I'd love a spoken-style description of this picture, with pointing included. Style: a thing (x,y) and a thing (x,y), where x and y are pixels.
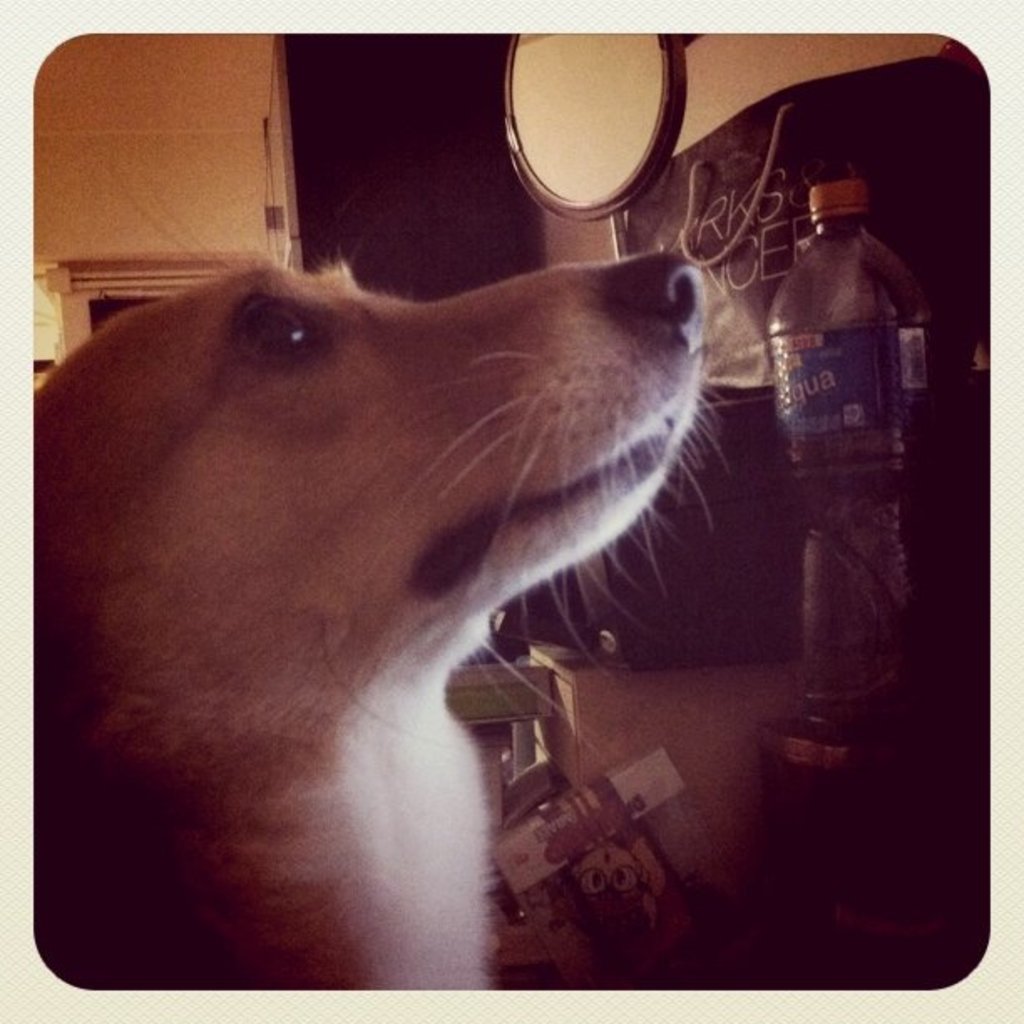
There is a face (339,614) of a dog (268,605) on the left side of this image (313,500), and there is a wall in the background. There is one bottle (829,462) kept on another container (842,836).
